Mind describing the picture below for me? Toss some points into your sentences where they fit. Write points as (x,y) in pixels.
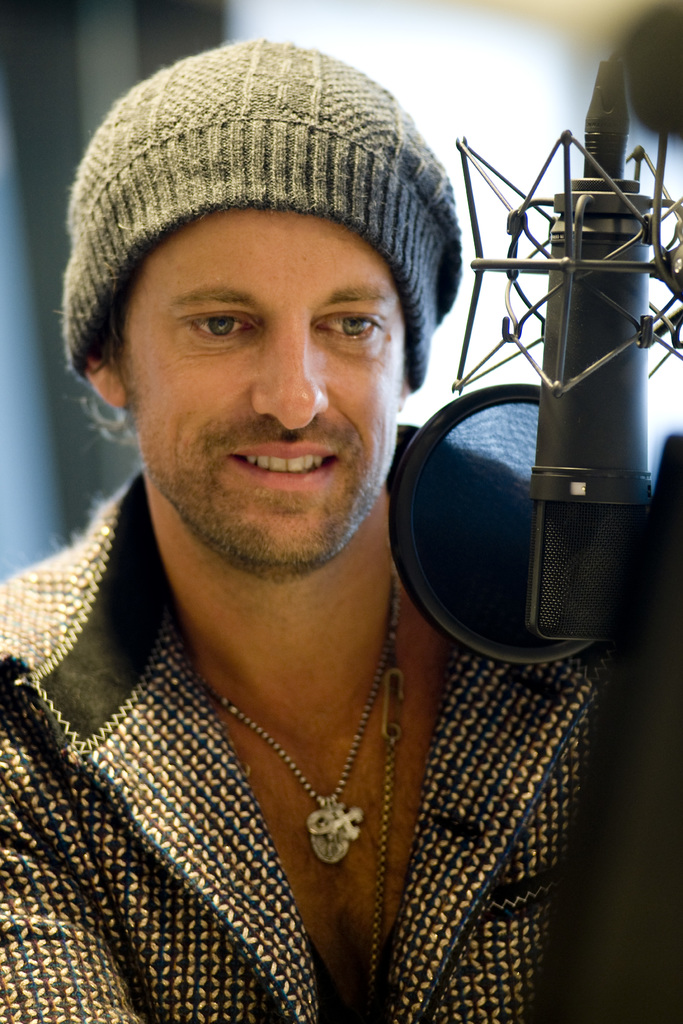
In this image there is a man (267,756) in the middle (254,524). In front of him there is a mic (545,403). The man (280,83) is wearing the cap (261,106) and a chain (347,835).
